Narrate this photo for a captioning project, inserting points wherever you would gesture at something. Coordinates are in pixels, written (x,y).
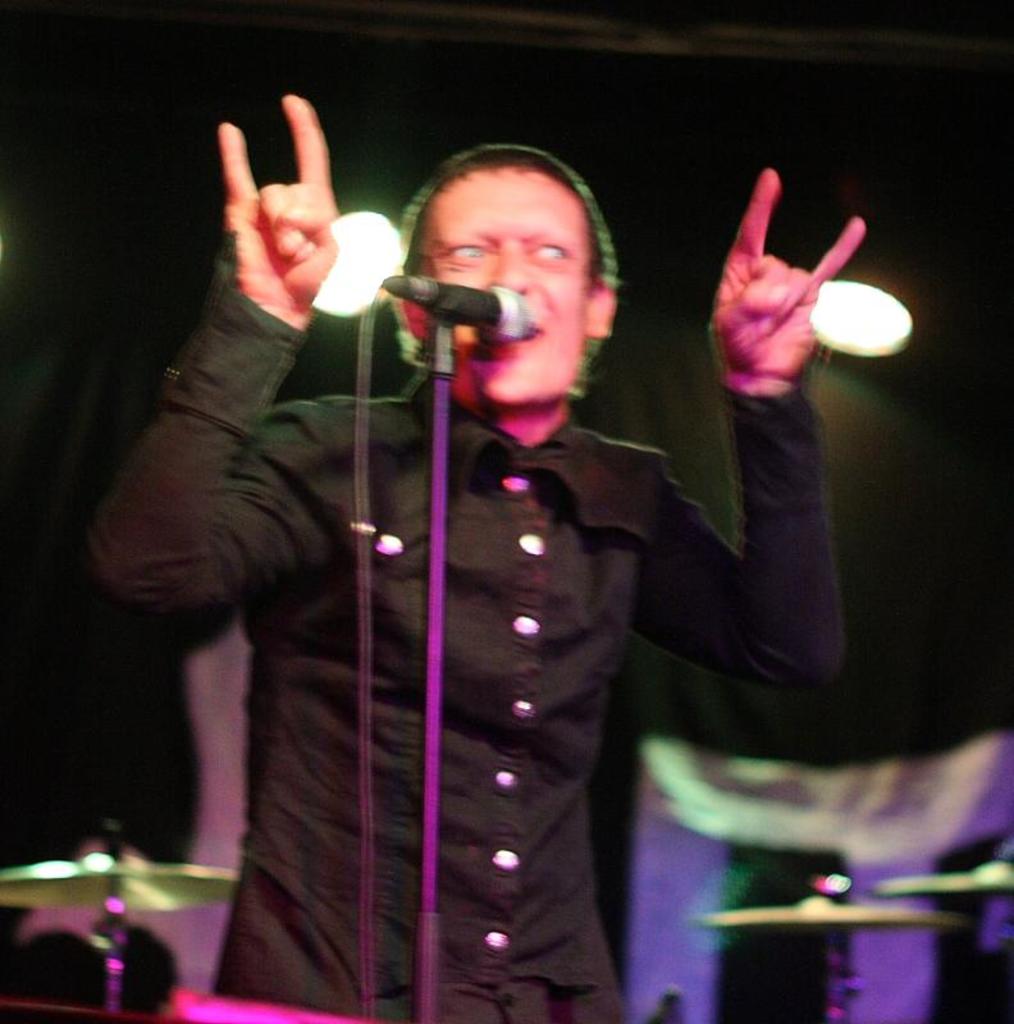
In this picture there is a man (553,655) standing. In front of him there is a microphone (464,317) and its stand (438,571). In background (223,720) there are cymbals (795,912) and wall (923,541). There is light (870,304) behind him.
